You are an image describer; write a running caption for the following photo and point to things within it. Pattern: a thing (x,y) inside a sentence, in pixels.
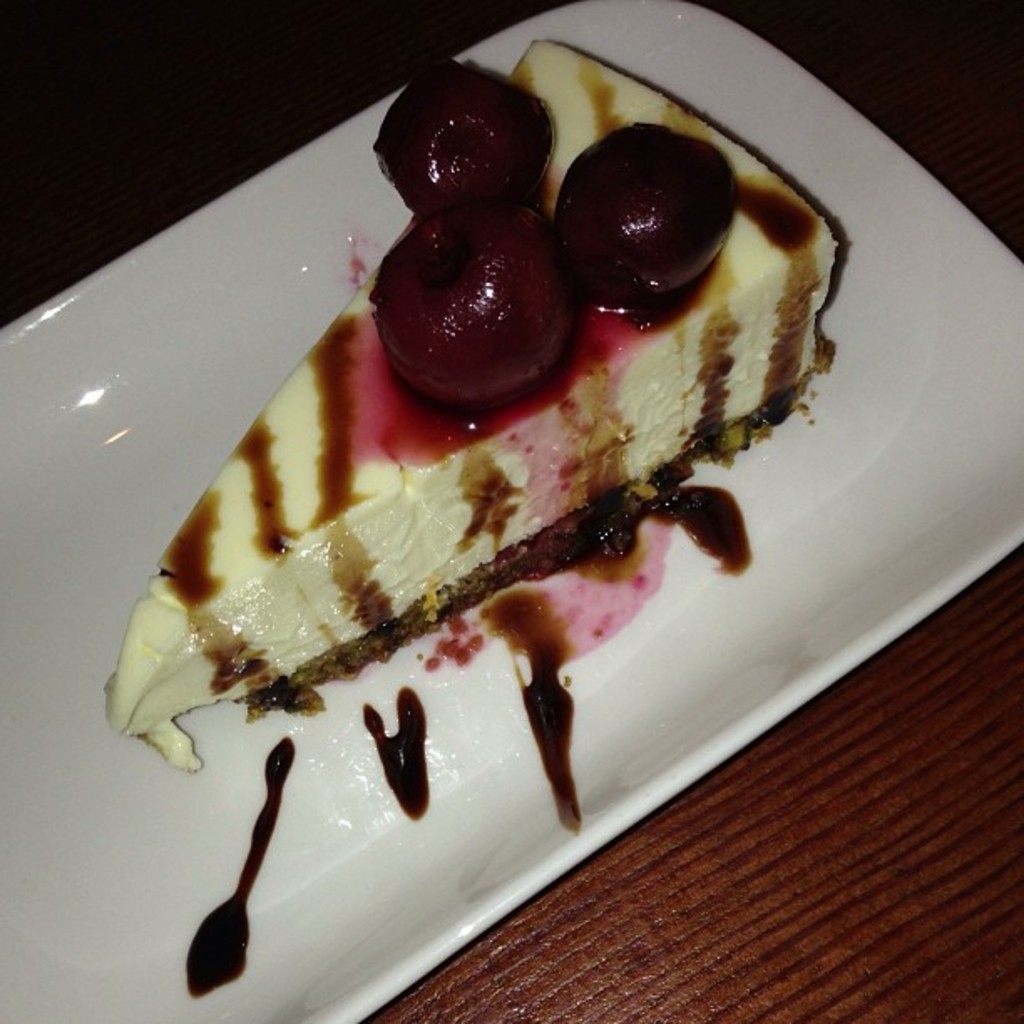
In this image we can see a cake (563,409) on the plate (174,502). We can see the plate (673,674) is placed on the wooden surface (753,879).
